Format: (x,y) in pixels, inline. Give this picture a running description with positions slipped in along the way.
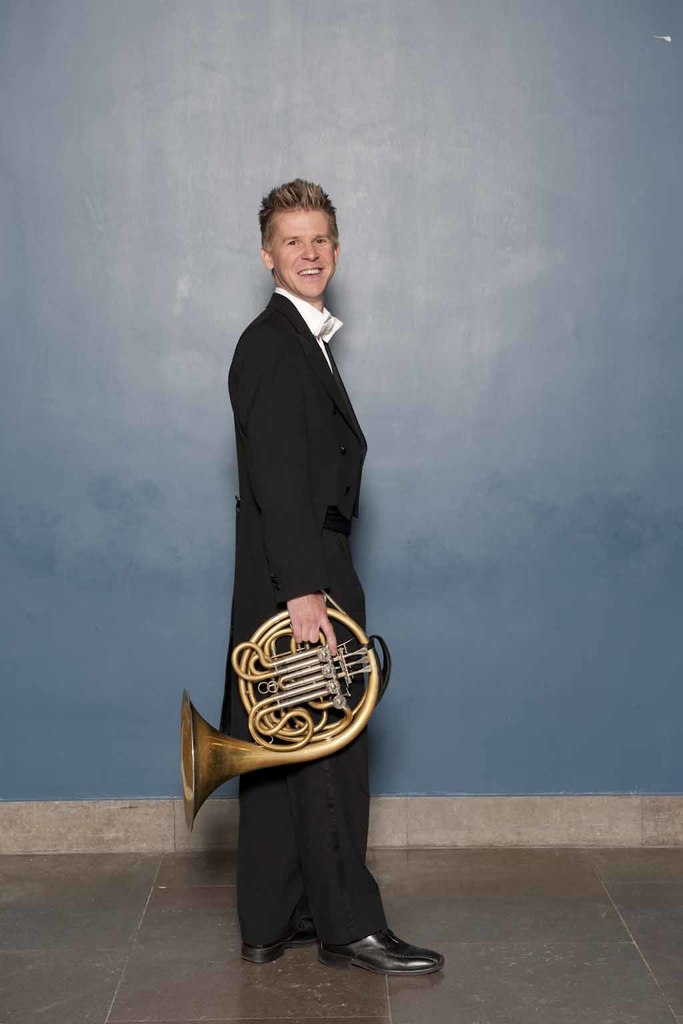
In this picture we can see a man (275,895) holding a french horn (282,739) with his hand (299,628) and standing on the floor (194,895) and smiling and in the background (170,480) we can see the wall (103,202).
